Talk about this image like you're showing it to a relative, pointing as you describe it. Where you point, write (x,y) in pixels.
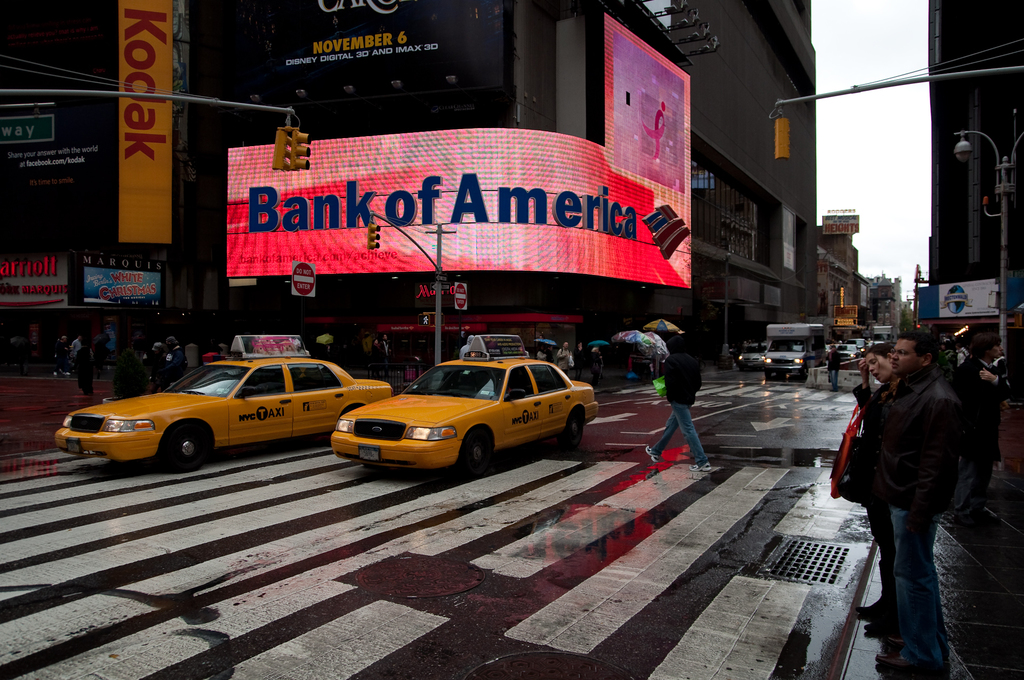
In this picture there are few vehicles (566,408) on the road (533,460) and there are few persons (925,453), buildings (209,196) and traffic signals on either sides of it.
